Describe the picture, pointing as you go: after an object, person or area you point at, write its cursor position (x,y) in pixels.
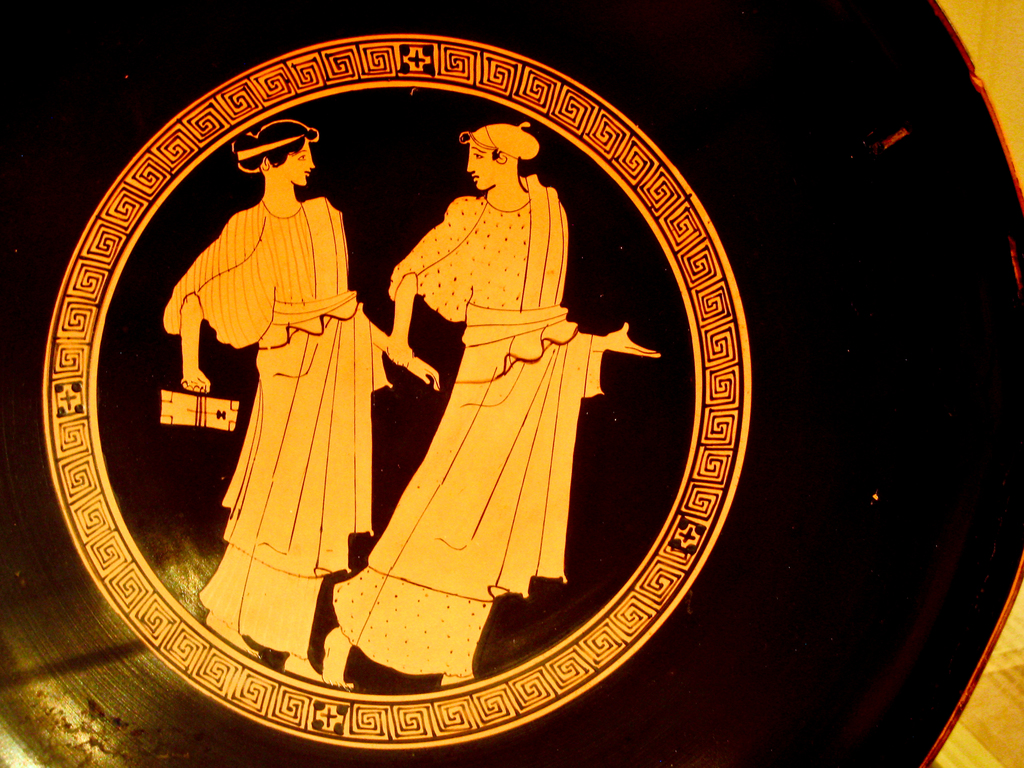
It's an image, in this a woman (507,222) is holding the hand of another woman (302,289).
